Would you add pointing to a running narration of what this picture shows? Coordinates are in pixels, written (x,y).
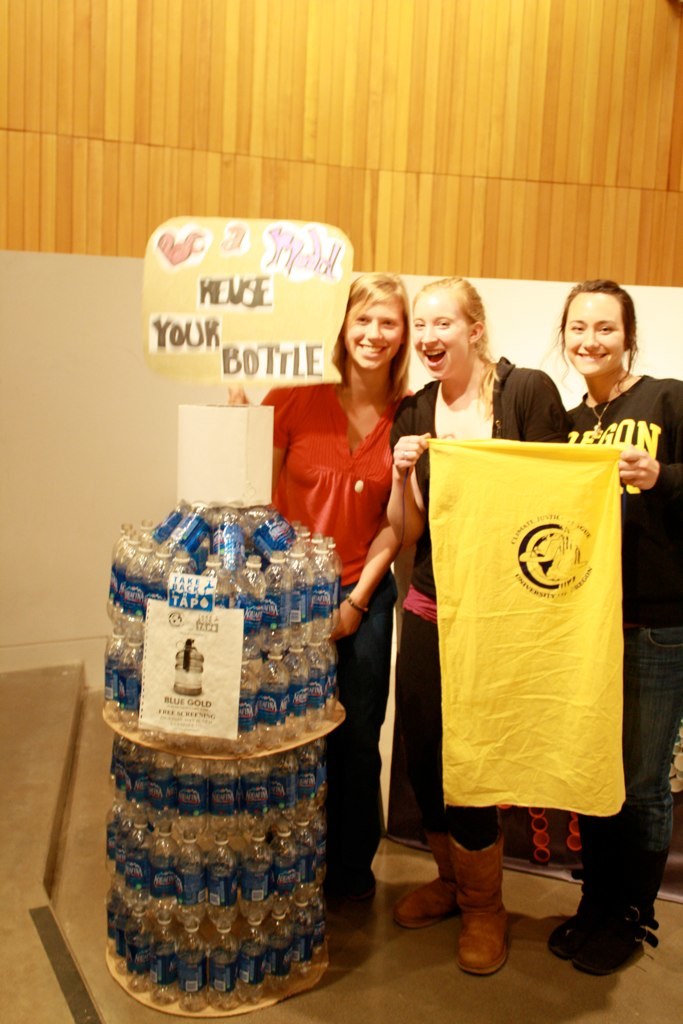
In this image there are two persons (656,833) standing and smiling and holding the cloth (553,765). There is a person (350,596) standing and smiling and holding the placard (215,237) and there are bottles (271,544) on the board (206,1012) and there is a poster (215,658) on the bottles (300,814). At the back (61,306) there is a wall (53,301).
